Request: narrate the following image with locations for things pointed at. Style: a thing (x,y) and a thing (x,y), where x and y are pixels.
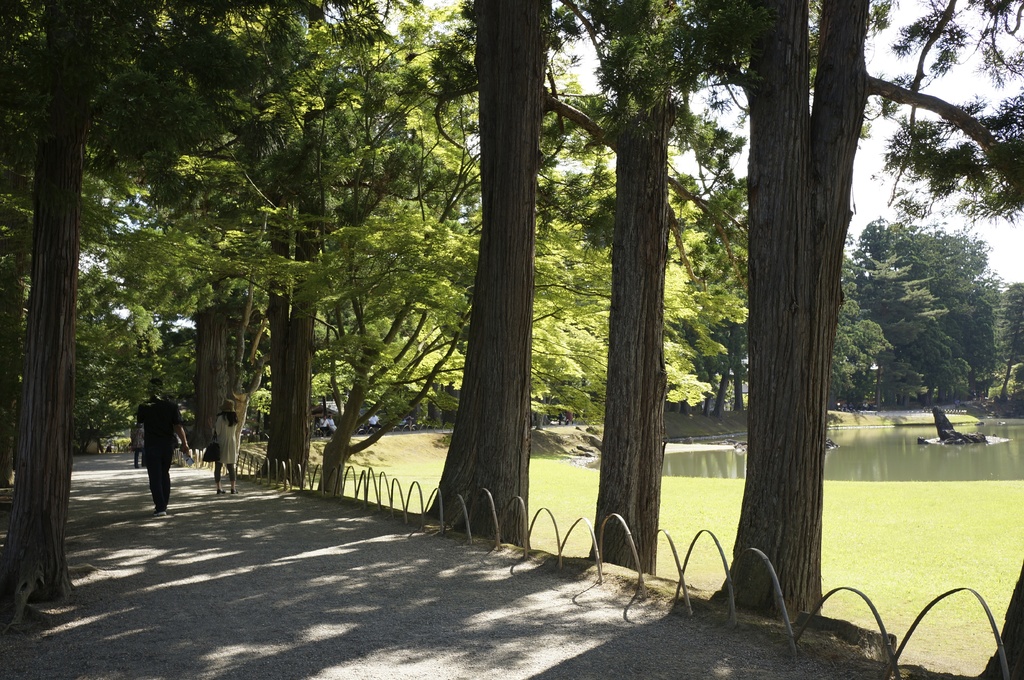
At the top of the image (10,191) there are some trees (926,265). At the bottom of the image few people (161,445) are walking. Behind them there is water (888,435).
